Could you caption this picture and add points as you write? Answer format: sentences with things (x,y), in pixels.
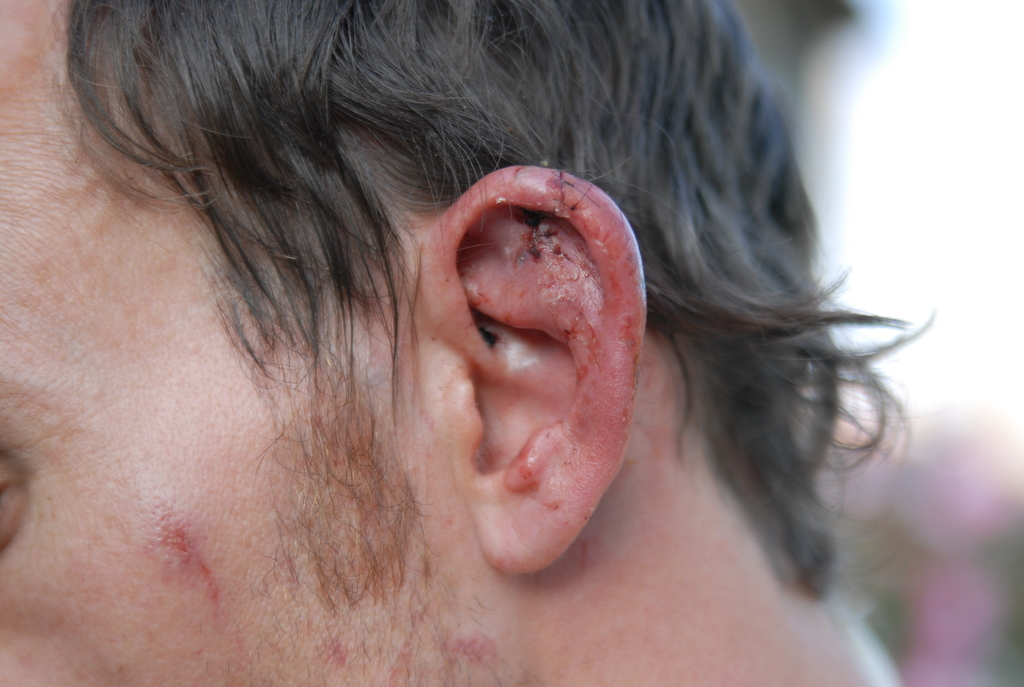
In the picture we can see a person ear part (490,256) and hair (223,75), and on the ear (478,263) we can see a blood (535,249) coming out.
